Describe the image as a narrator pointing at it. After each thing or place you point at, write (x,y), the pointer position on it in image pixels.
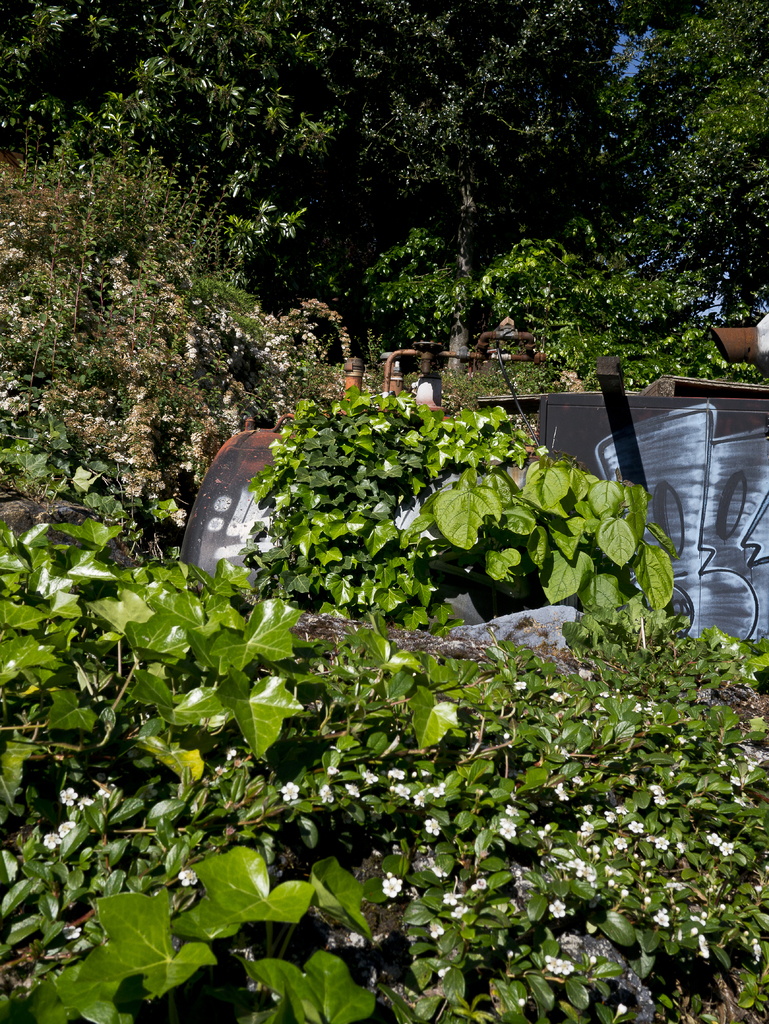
In this image I can see few green leaves (365,656) and few trees (455,222). I can see a black and brown color object (662,456).
